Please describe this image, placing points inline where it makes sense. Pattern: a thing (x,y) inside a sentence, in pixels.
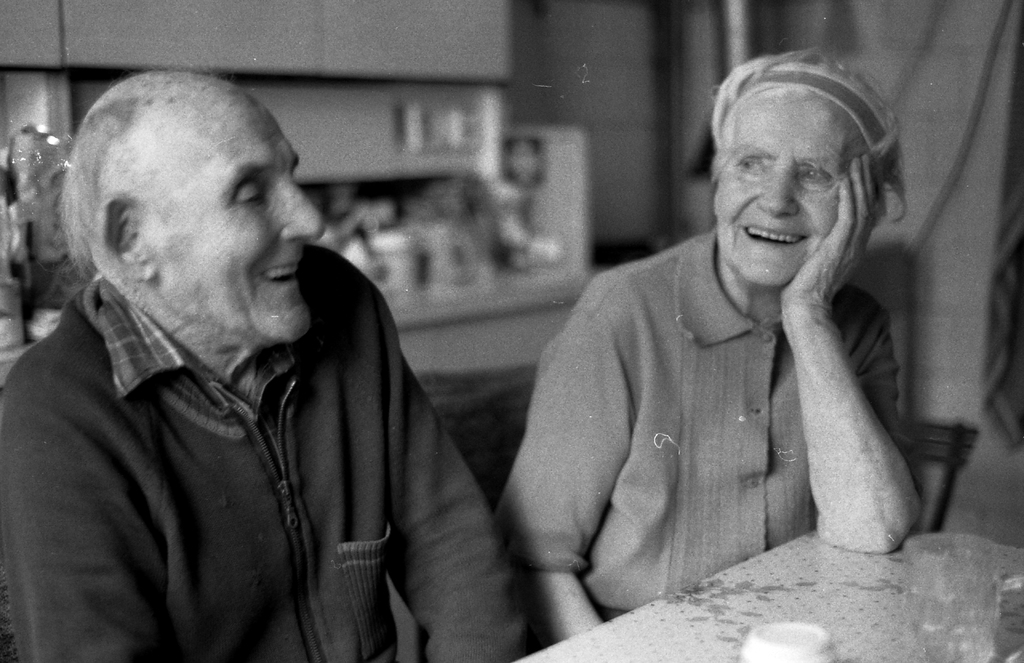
In this image there are two persons (599,382) sitting on the table (771,587), on the table (669,604) there are glasses (810,659), behind them there are few utensils (420,142) arranged in the shelves (419,165).
